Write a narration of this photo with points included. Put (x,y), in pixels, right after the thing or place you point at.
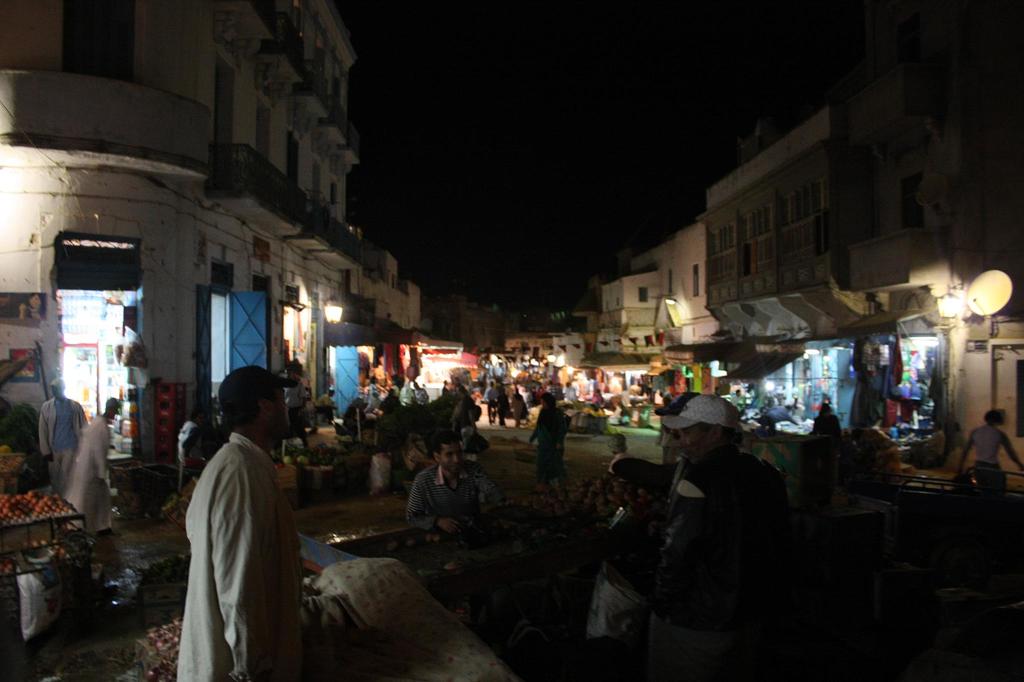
This is a market (240,426). There are many people (268,417). Some are selling vegetables (531,513). On the sides there are buildings (333,287) with lights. In the background (579,145) it is dark.
